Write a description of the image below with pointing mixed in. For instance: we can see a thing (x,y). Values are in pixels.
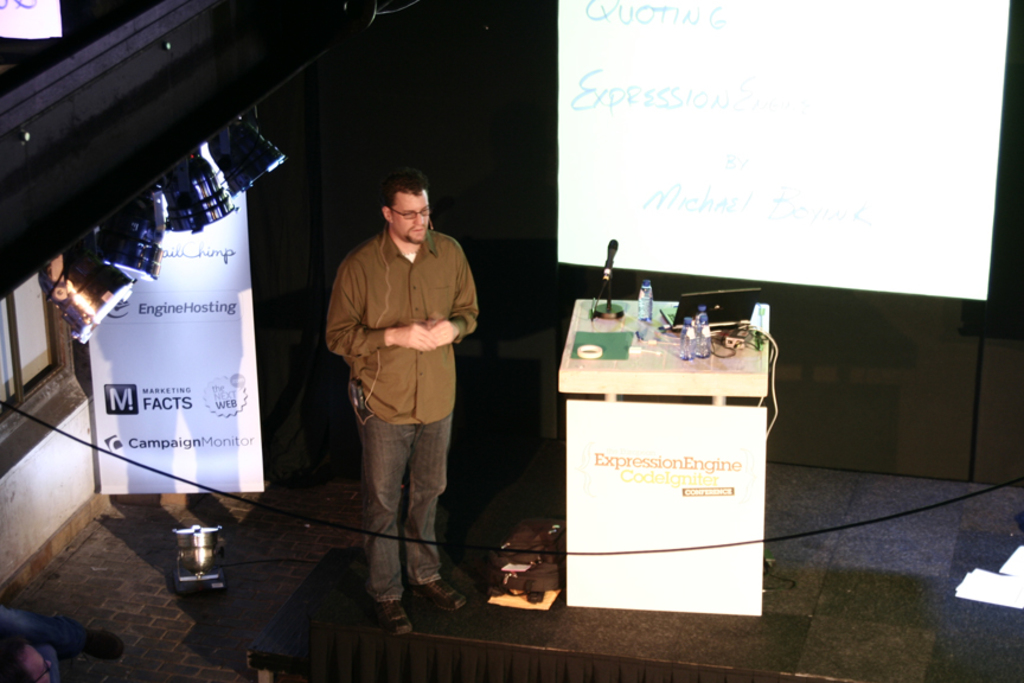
In this picture we can see a man (375,582) standing on a stage (602,662) and beside to him we can see a banner (108,387), screen (668,209), lights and a podium (584,560) with bottles (644,291), mic (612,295), laptop (712,316) on it.
